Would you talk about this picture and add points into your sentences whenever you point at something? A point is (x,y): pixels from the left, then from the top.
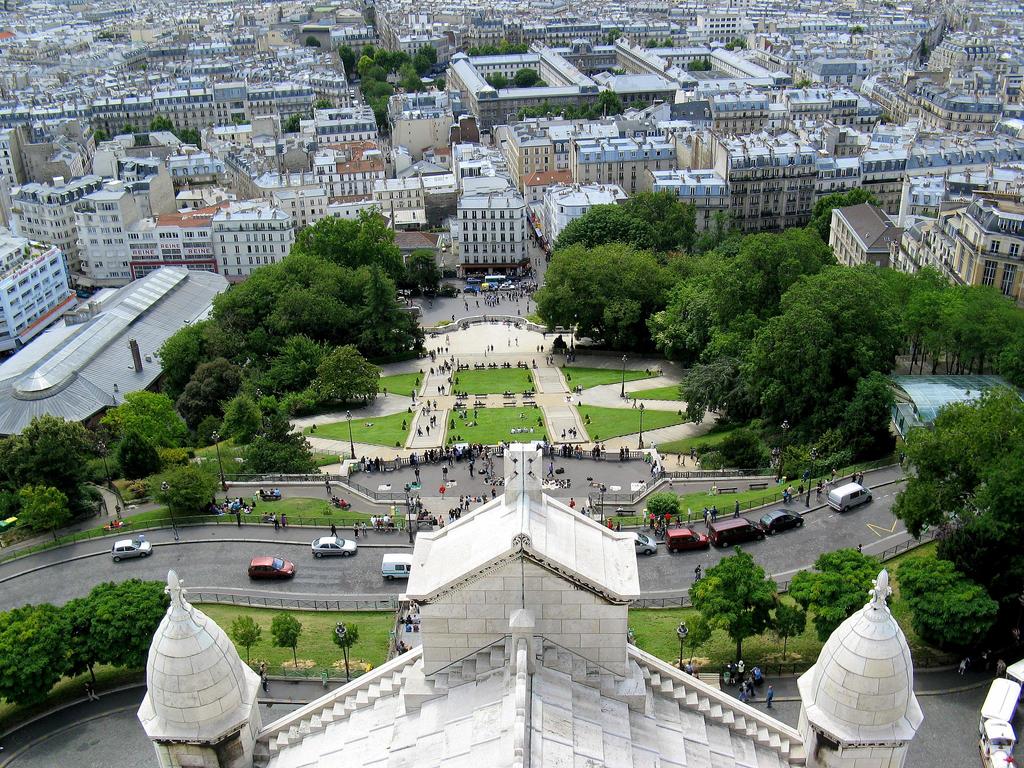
In this image I can see few buildings (586,168), windows (586,168), trees (657,267), poles (409,486), few people (431,516) and few vehicles (124,546) on the road (284,583).
